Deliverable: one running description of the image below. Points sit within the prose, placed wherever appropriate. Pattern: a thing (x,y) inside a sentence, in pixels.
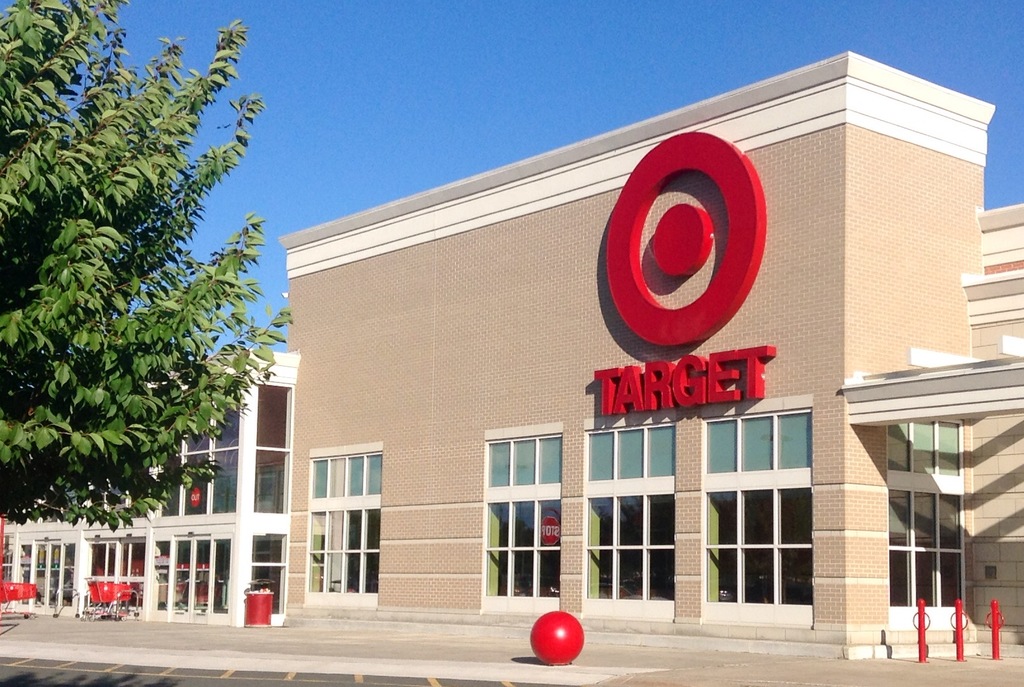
In this picture we can see few buildings (606,456), in front of the buildings (418,486) we can find few metal rods (923,632), carts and a tree (48,240).
